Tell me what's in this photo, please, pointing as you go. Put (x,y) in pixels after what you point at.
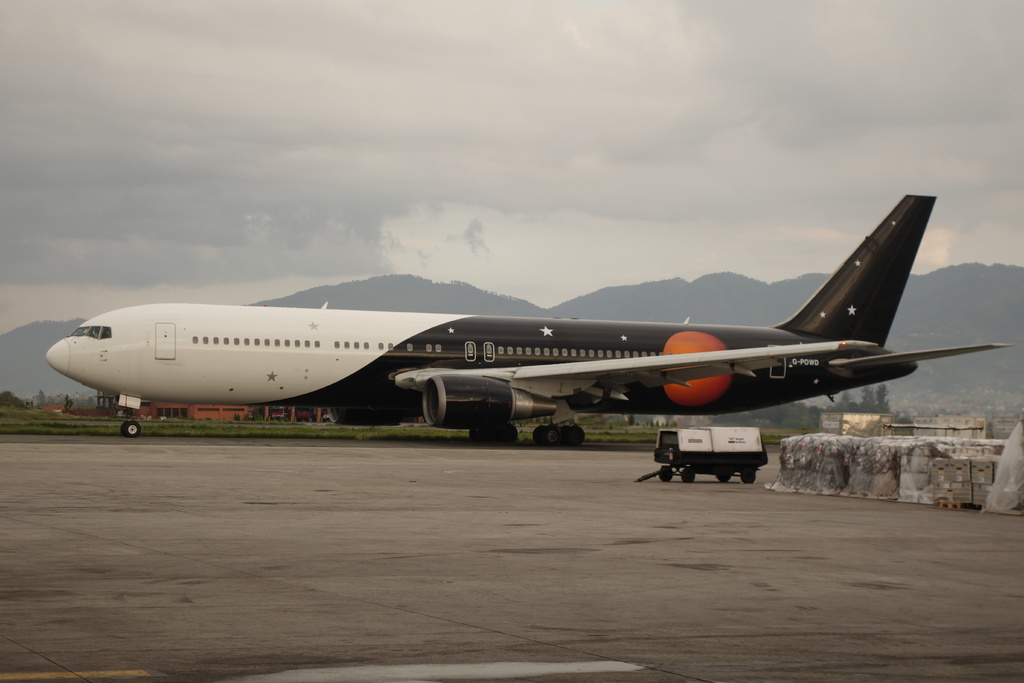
In the picture we can see a flight (158,367) which is parked on the path (263,477) and the flight (595,364) is white in color with some part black in color with a sun symbol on it and besides the flight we can see some cart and some goods (1016,486) and on the other side of the flight (608,358) we can see a grass surface (14,417) and some hills (426,287) and sky (564,204) with clouds (61,298).
